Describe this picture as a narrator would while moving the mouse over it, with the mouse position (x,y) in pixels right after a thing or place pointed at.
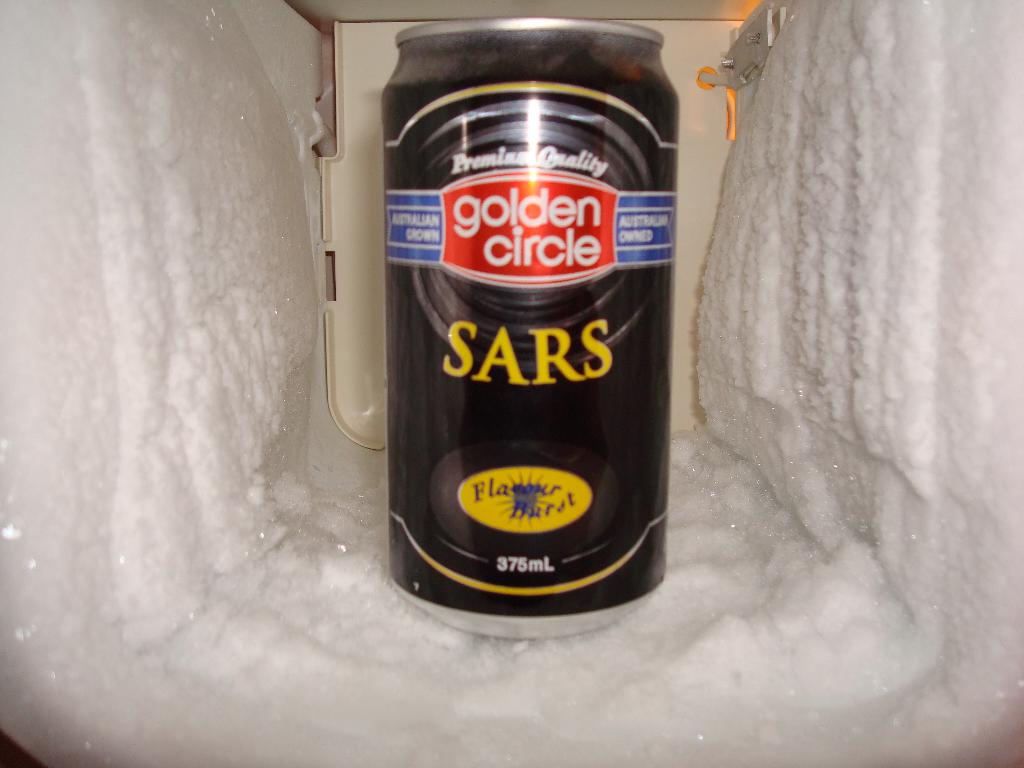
In this image we can see tin (582,167) in the ice (865,216).
